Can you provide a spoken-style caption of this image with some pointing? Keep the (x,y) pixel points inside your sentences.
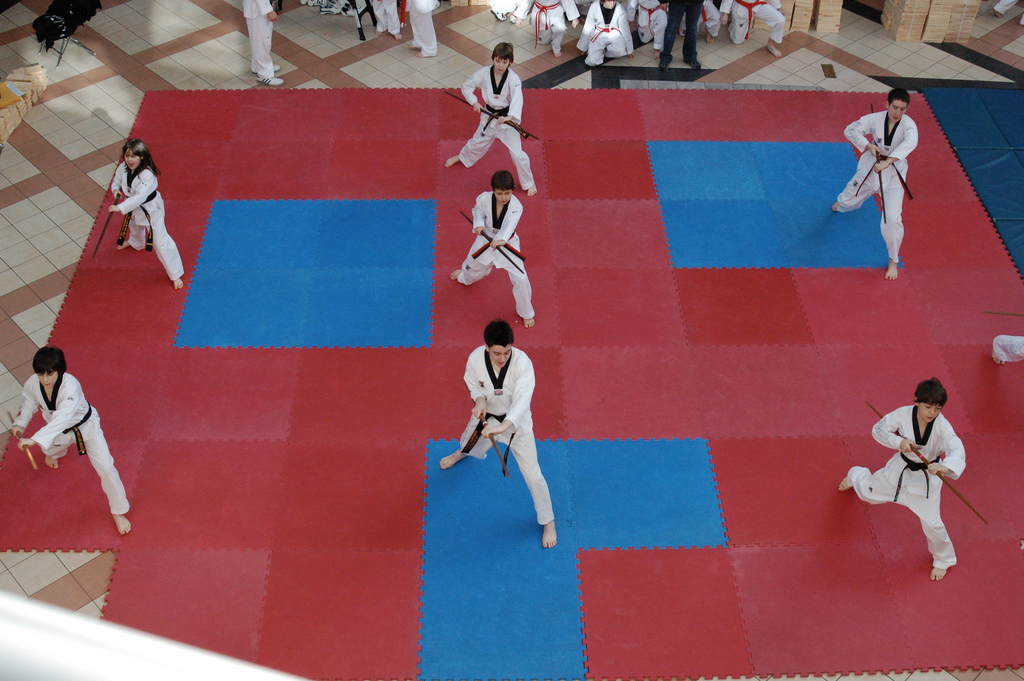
In the picture we can see a floor (75,101) with tiles (38,203) on it, we can see a carpet (467,528) on it, we can see some children (927,486) are practicing martial arts and behind them we can see some children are sitting and some are standing.
